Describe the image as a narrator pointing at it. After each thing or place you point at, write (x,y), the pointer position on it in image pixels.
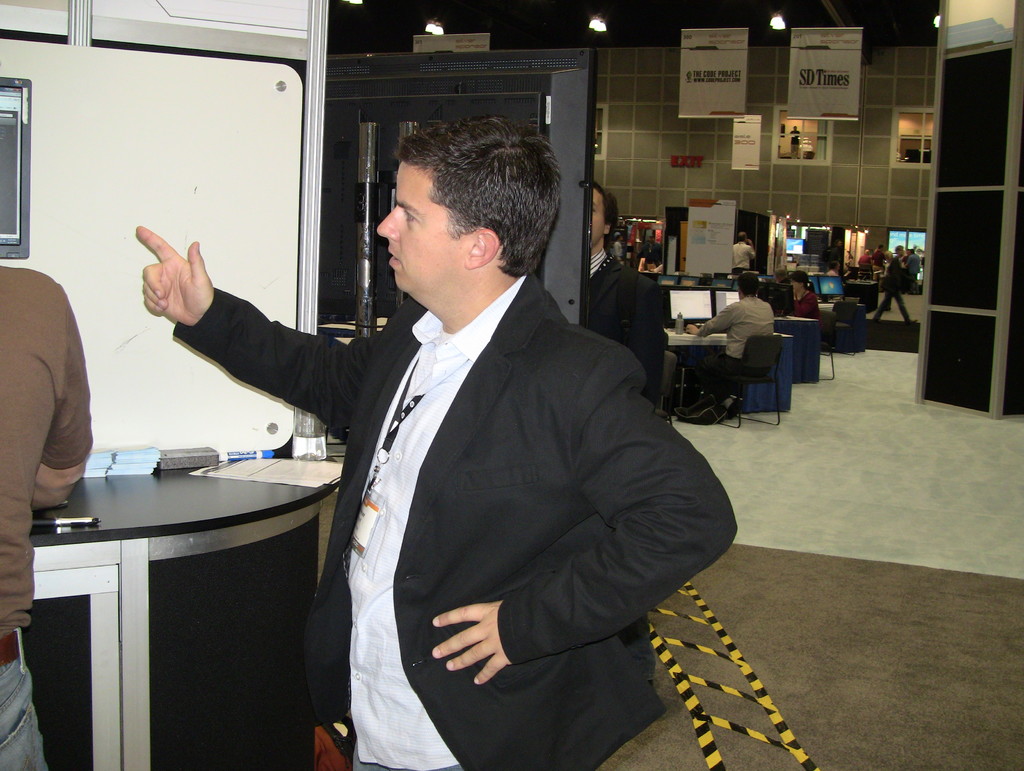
The person (494,521) wearing suit (506,557) is standing in front of a desktop (18,205) and there is another person (28,400) in the left corner (23,450) and there are group of people (742,333) operating computers (830,292) in the background (808,301).
